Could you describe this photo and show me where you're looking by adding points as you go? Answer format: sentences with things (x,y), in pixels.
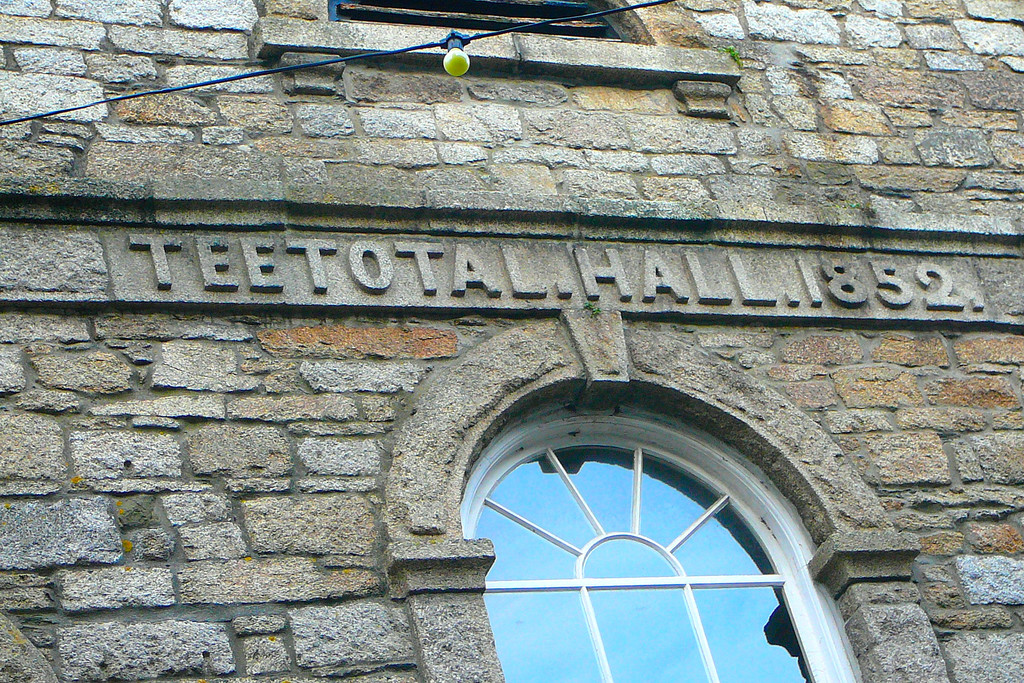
In this picture, we can see the wall (344,325) with some text (524,292) carved and we can see windows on it and we can see a light (458,58) with an object (15,121).
